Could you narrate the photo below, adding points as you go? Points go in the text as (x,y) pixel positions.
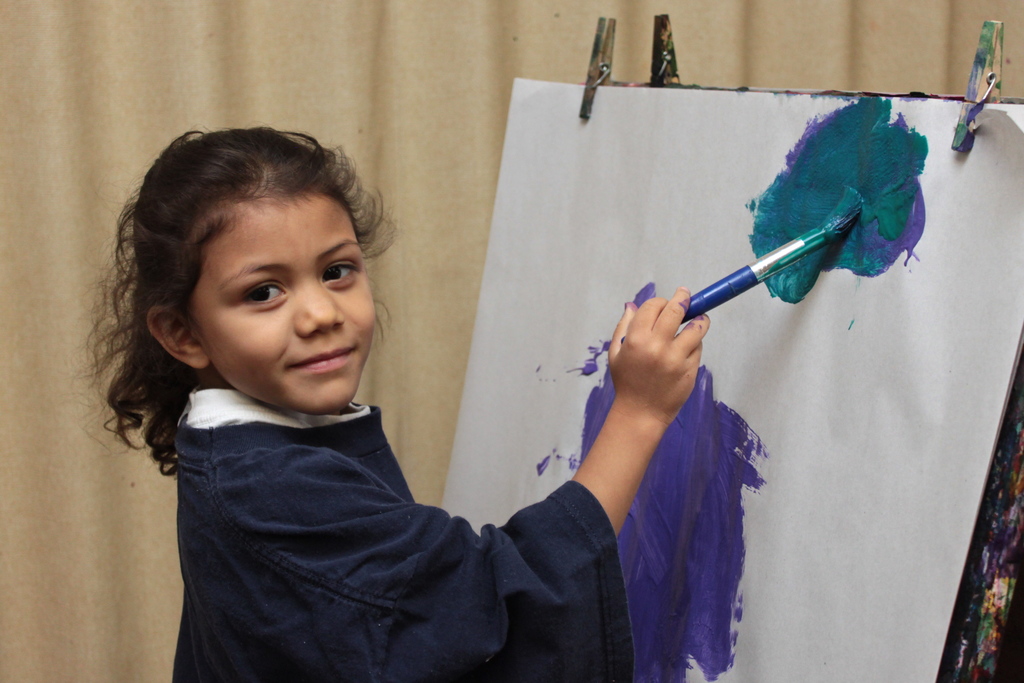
In the foreground of this image (334,383), there is a girl (388,503) in blue dress (375,507) painting on a painting board (902,286) and in the background (364,37), there is a cream curtain (261,66).
